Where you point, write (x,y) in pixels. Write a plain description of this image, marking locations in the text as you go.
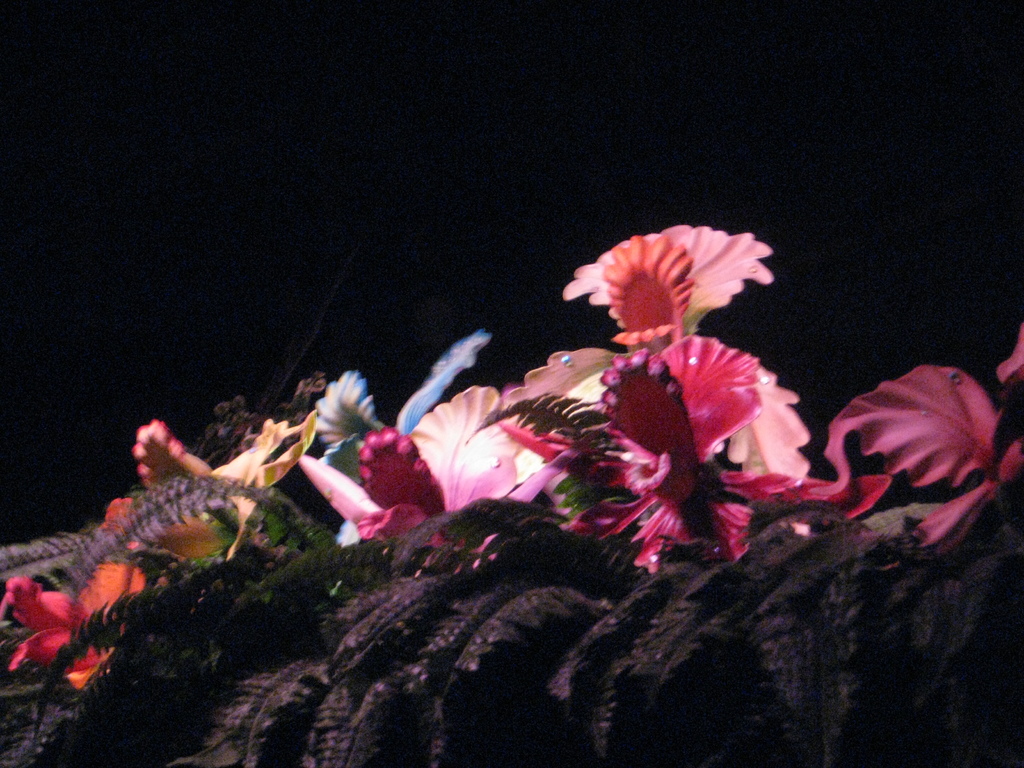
As we can see in the image in the front (485,492) there are flowers (471,424) and the background (986,23) is dark.
